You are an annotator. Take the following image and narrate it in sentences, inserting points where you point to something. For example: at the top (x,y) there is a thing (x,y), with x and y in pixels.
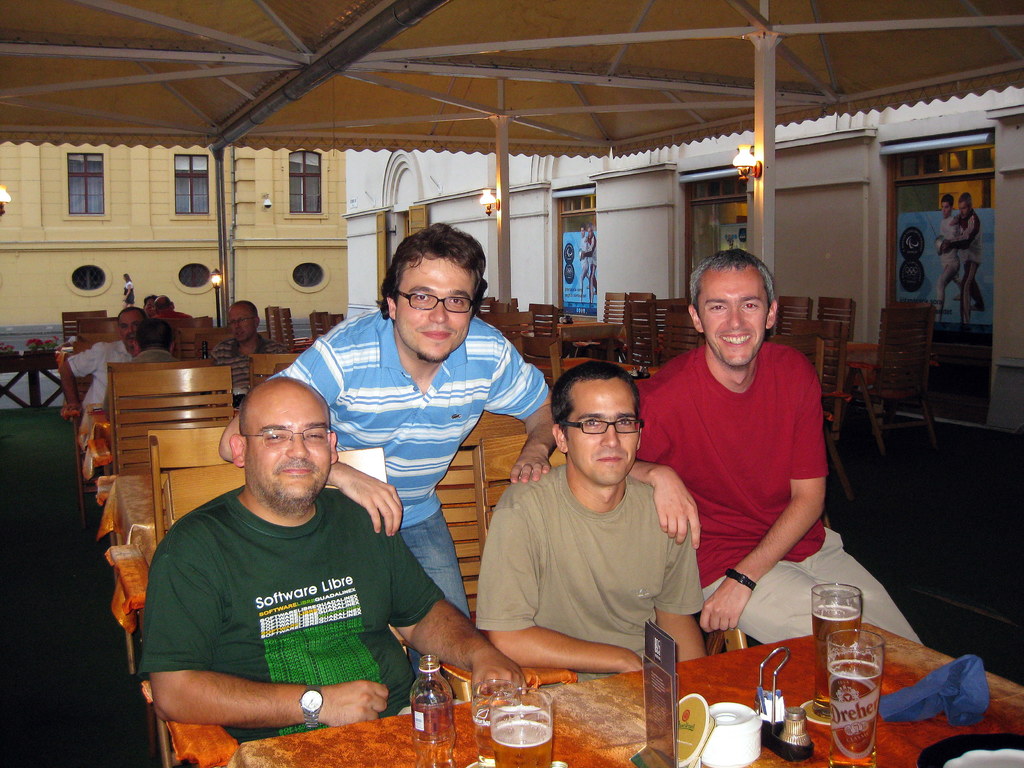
In this picture there are three men (734,519) who are sitting in the chair (480,554). There is a man (406,354) who is standing at the back (371,414). There is a glass (511,708), bottle (413,704), blue cloth (957,691) and other objects (695,719) on the table (637,691). There are few other people (250,327) who are sitting on the chair (194,321). There is a streetlight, pictures (591,265) and buildings (282,225) at the background (364,217).
